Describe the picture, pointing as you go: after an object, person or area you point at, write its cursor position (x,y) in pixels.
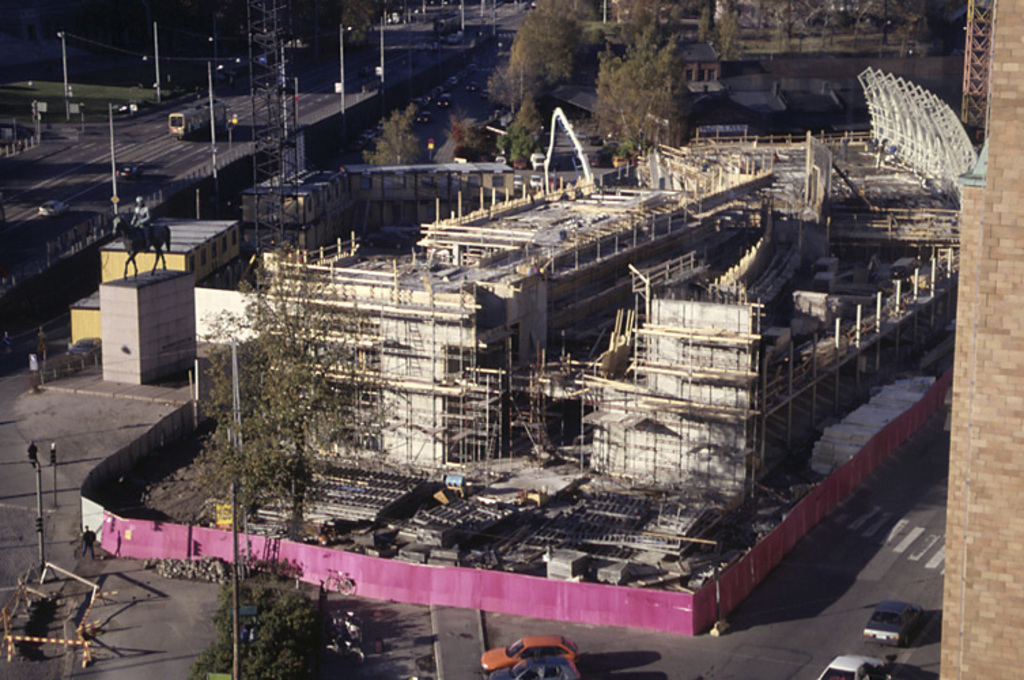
This picture shows few under construction buildings (549,310) and we see a statue (149,247) of a man (140,217) on the horse (137,252) and we see trees (629,105) and few buildings (688,62) on the side and we see vehicles (223,121) moving on the road (169,137) and we see few poles (118,193) and few cars (566,662) parked.
